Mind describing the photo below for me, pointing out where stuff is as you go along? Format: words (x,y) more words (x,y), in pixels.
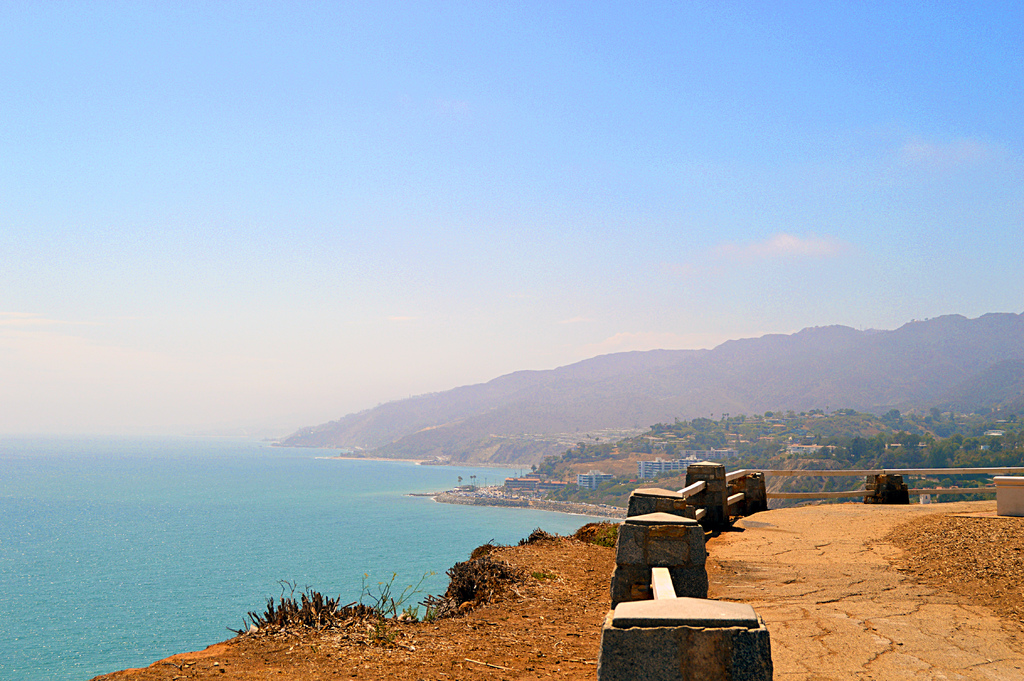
In this image I can observe a railing (656,535) on the right side (711,490). On the left side of the image (167,532) I can see water surface (199,532). In the background (706,411) there are mountains (922,399) and trees (776,450). At the top (473,110) I can see the sky (443,192).
